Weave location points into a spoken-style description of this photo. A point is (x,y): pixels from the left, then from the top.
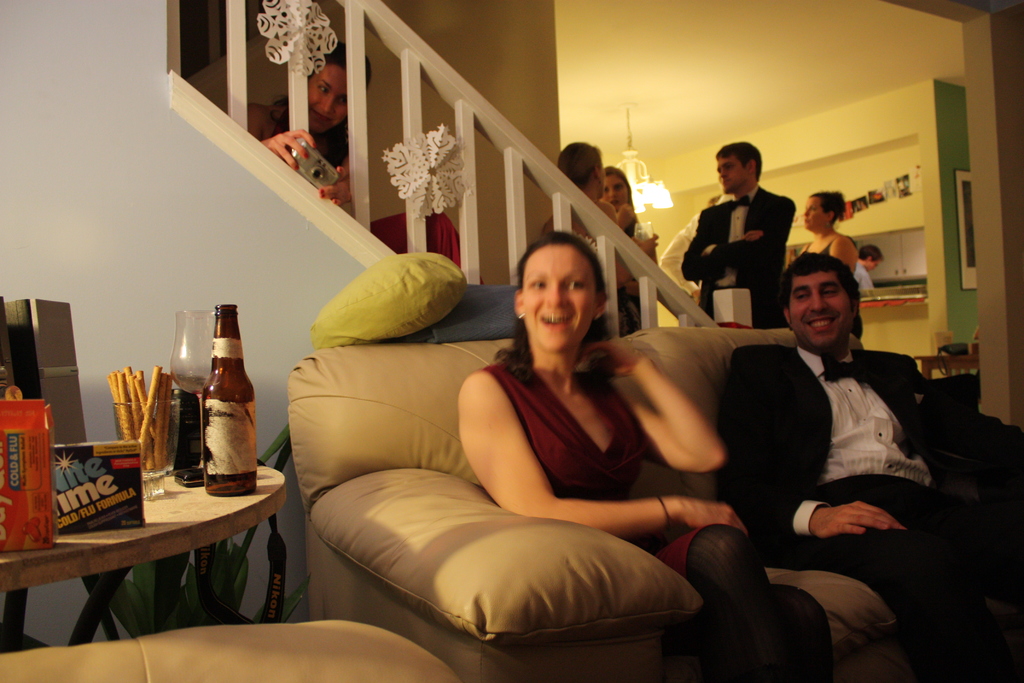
There are group of persons (625,228) in the image two persons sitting on the couch (635,342) and at the left side of the image (278,151) there is a lady person (296,161) taking a photograph of the persons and at the left side of the image (185,532) there is a bottle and glass (188,321) which is placed on the table (173,536).
